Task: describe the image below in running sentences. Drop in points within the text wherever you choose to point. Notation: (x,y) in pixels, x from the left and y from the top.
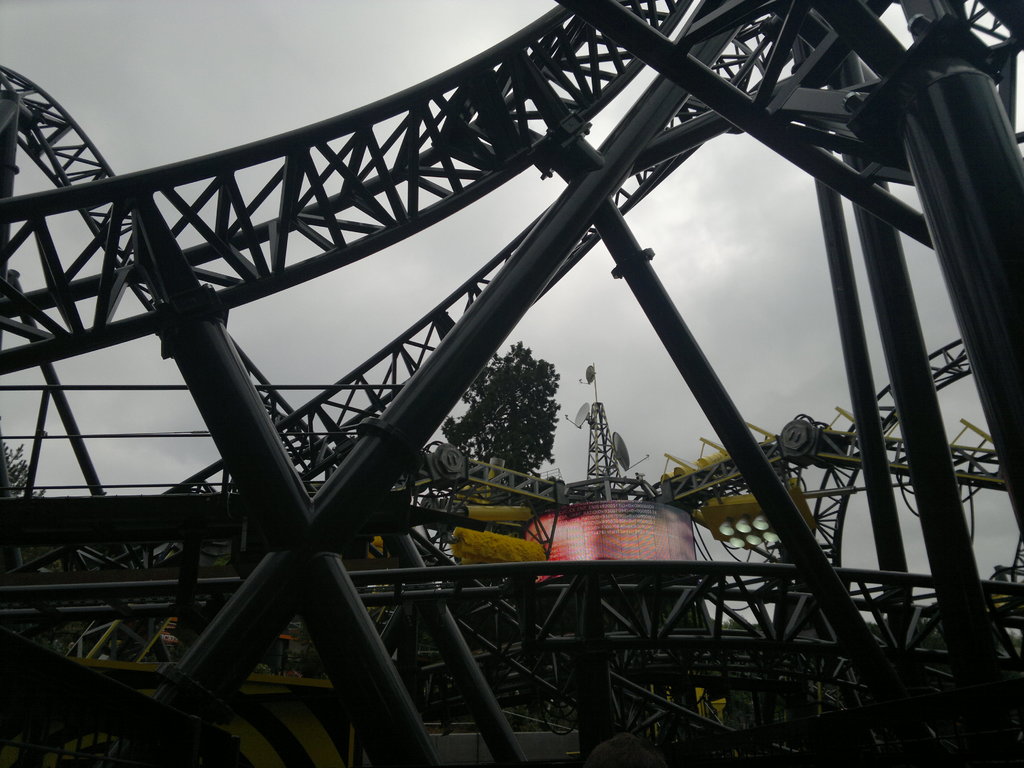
In this picture we can observe roller coaster (553,154). There is a tower (594,448) in which antennas (580,426) are fixed. We can observe trees (472,445). In the background (356,294) there is a sky (693,264).
